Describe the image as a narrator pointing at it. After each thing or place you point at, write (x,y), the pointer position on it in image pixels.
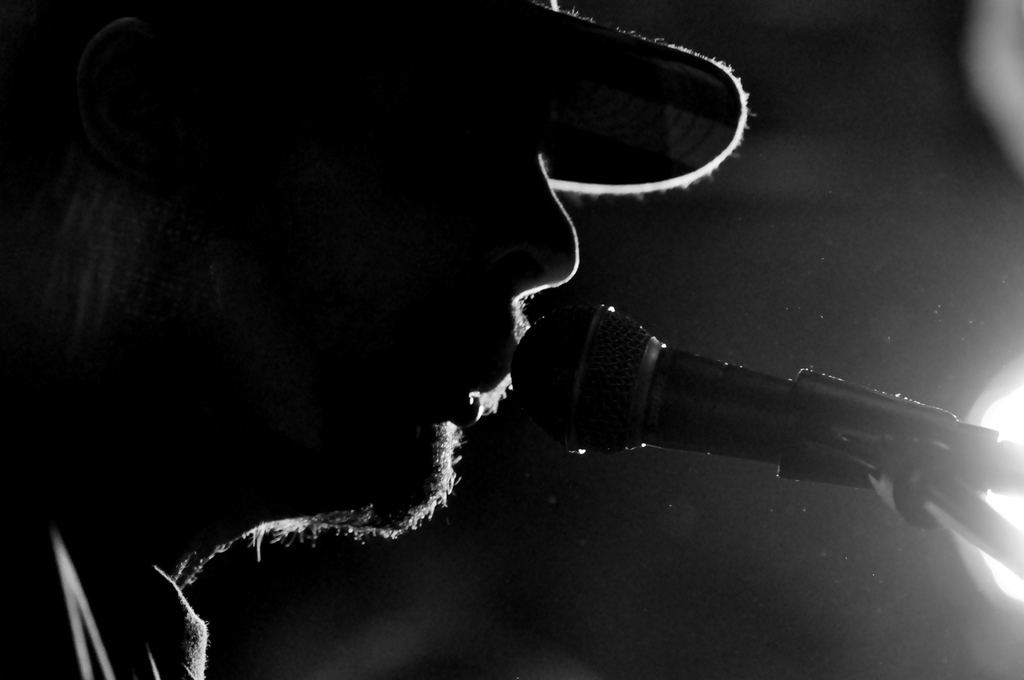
In this image, we can see a person (311,404) is wearing a cap (666,138). In-front of him, there is a microphone (630,405) with stand (858,452). Background (770,283) there is a dark view.
